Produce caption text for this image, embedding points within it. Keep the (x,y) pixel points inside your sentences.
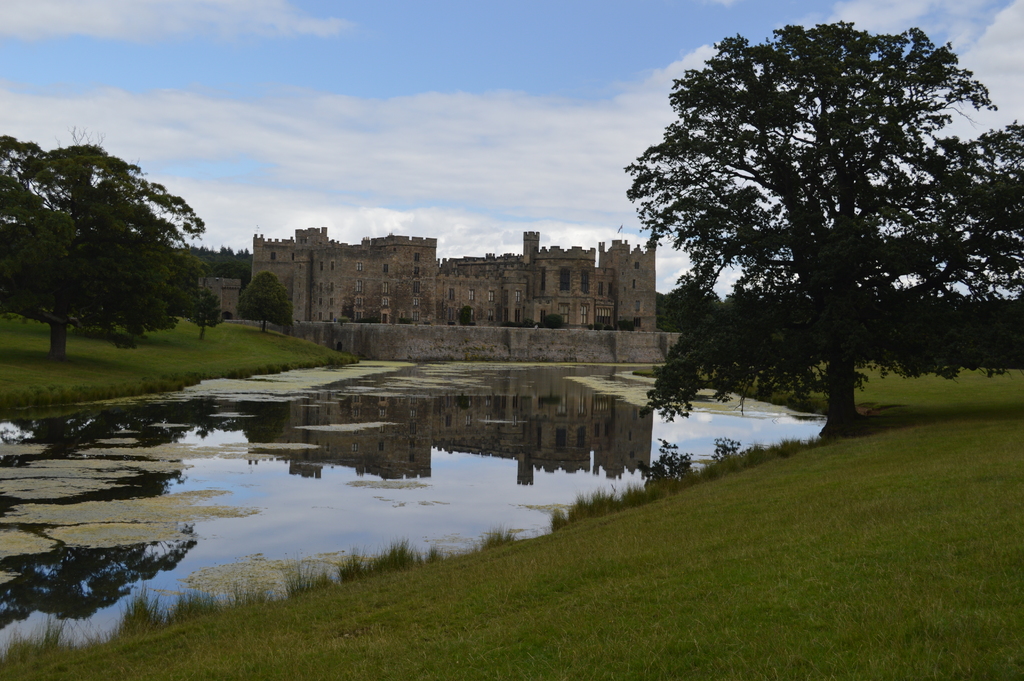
In this image, we can see a water (310,443) with algae (79,536). At the bottom (905,597), there is a grass (897,423). Here we can see plants (16,403) and trees (745,388). Background (459,342) there is a sky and fort (489,279) with walls (473,333) and windows (567,284).
